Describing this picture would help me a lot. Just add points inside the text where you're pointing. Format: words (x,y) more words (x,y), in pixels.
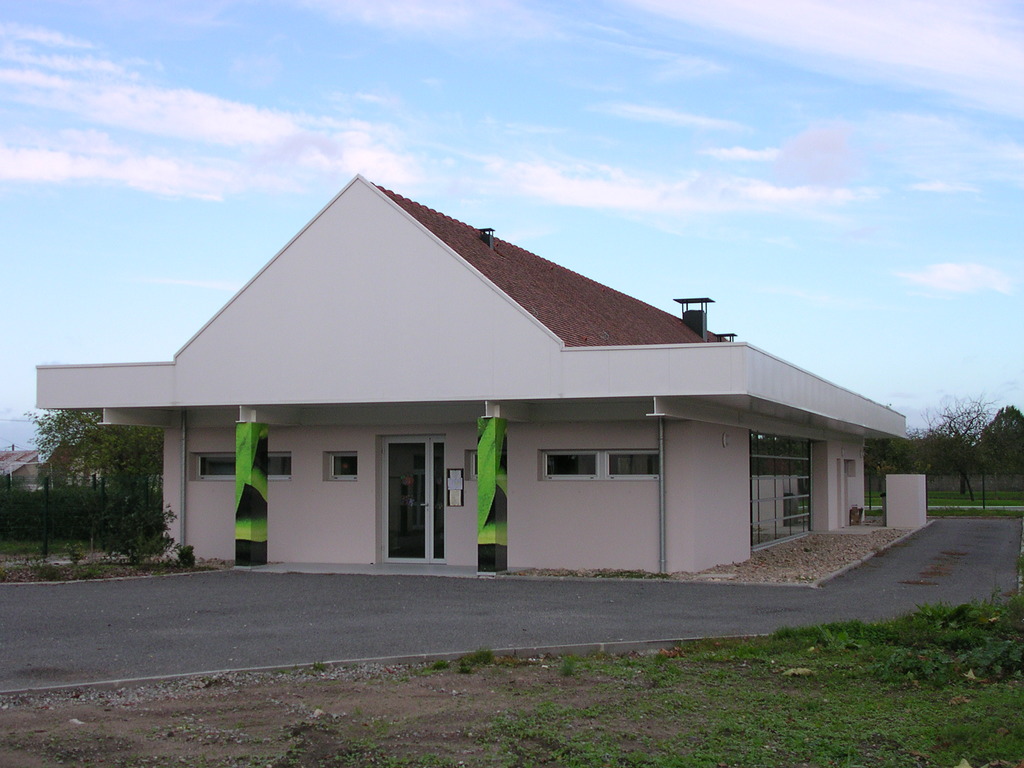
This picture shows a buildings (209,444) and we see trees (969,454) and grass (591,710) on the ground (535,712) and we see a blue cloudy sky (585,147).
